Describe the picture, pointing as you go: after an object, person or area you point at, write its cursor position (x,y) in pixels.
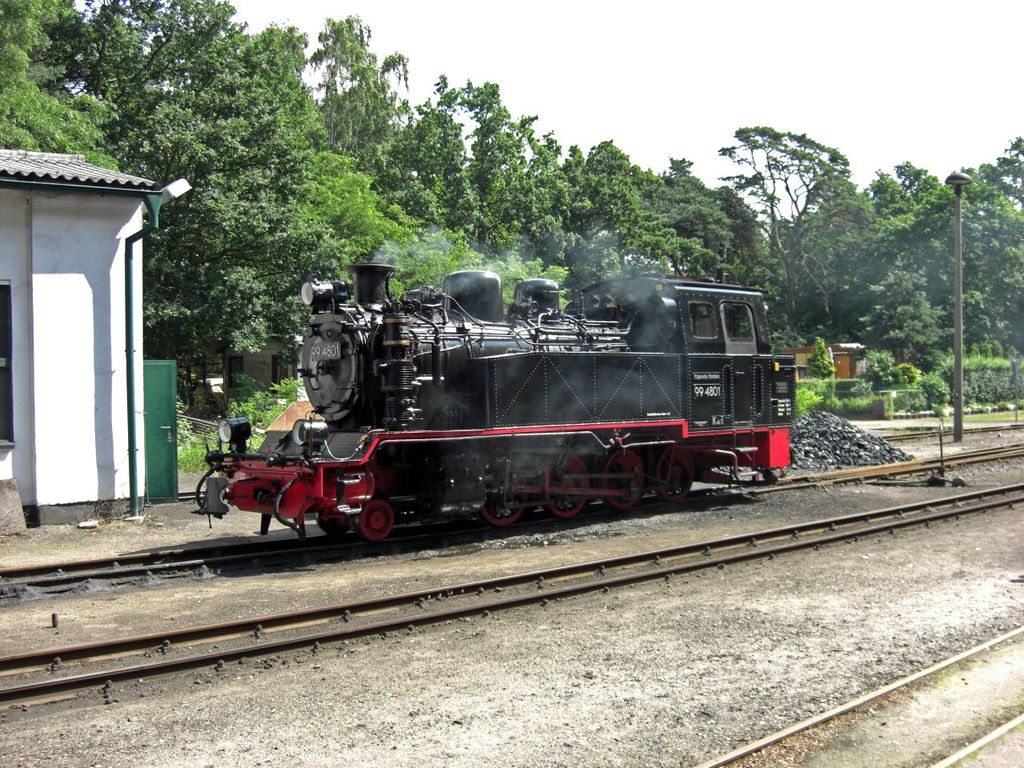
This picture is clicked outside. In the center (480,459) there is a train (484,374) running on the railway track (251,546) and we can see the railway tracks (934,720) and we can see the shed (92,271), trees (283,271) plants (915,384), grass (985,416), stones (841,429), light (951,176) attached to the pole (956,308). In the background (757,73) we can see the sky (537,68) and some other objects (281,359).
